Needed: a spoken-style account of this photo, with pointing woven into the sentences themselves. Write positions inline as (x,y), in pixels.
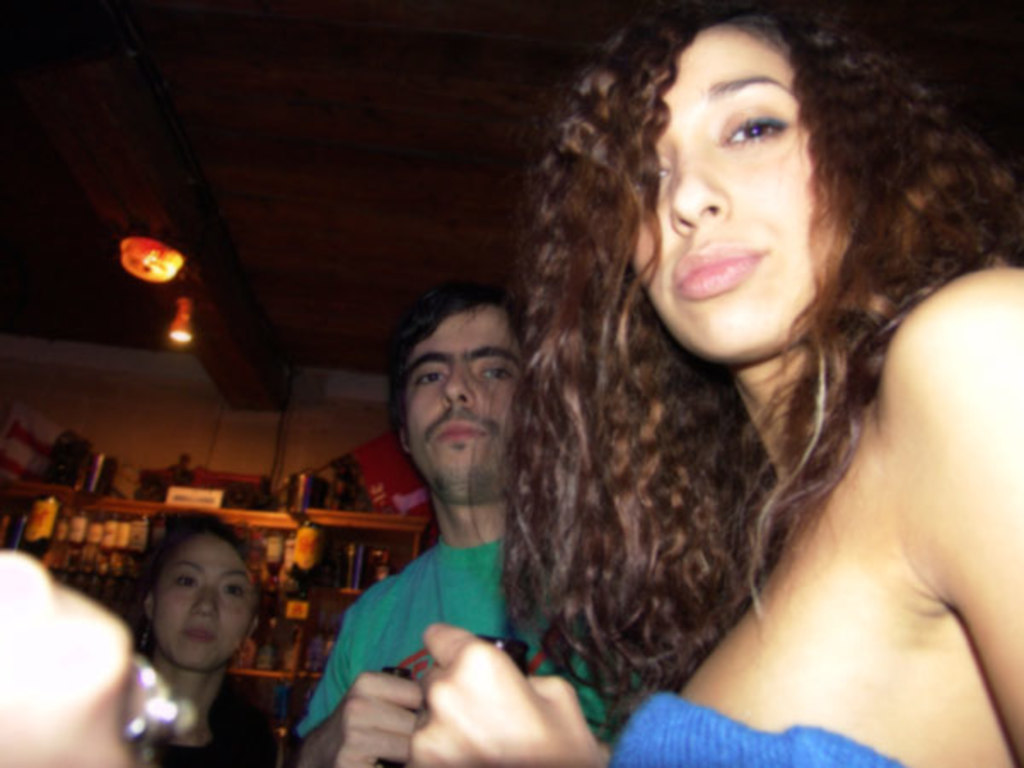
In this picture I can see few people (577,303) and few bottles (274,573) in the shelves (119,501) and I can see couple of lights (179,306) on the ceiling (181,164) and I can see couple of them holding bottles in their hands (448,630).
